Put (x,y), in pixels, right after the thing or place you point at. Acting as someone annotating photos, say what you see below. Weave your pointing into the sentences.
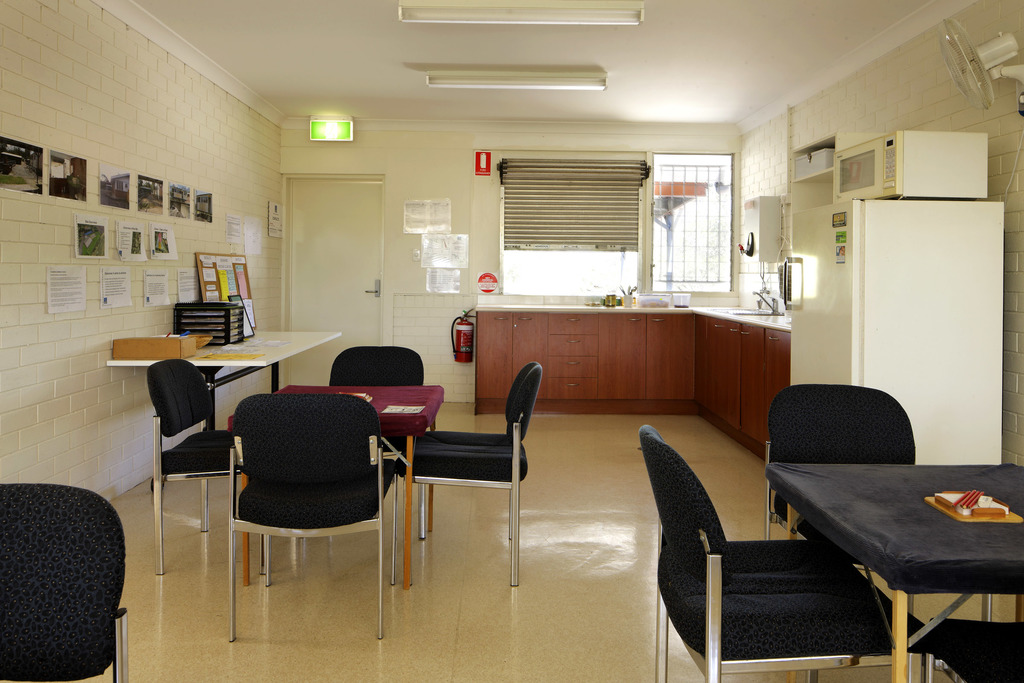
This picture is clicked inside the room (505,536). In this picture, we see the chairs (729,551) and the tables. On the left side (266,350), we see a table (247,346) on which a cardboard box (182,341), black color object (234,315) and a board (216,289) are placed. Beside that, we see a white wall (75,327) on which the posters (60,179) are pasted. On the right side (845,292), we see a refrigerator (874,238), oven (874,184) and a counter top (780,325) on which a cup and the plastic boxes (663,302) are placed. We see a sink (759,313) and a fire extinguisher (465,354). In the background (551,210), we see a window (705,220), window blind (527,202), door (373,207) and a wall (394,238) on which the posters (436,215) are pasted. At the top (446,95), we see the lights (439,12) and the ceiling (449,50) of the room (308,123).
